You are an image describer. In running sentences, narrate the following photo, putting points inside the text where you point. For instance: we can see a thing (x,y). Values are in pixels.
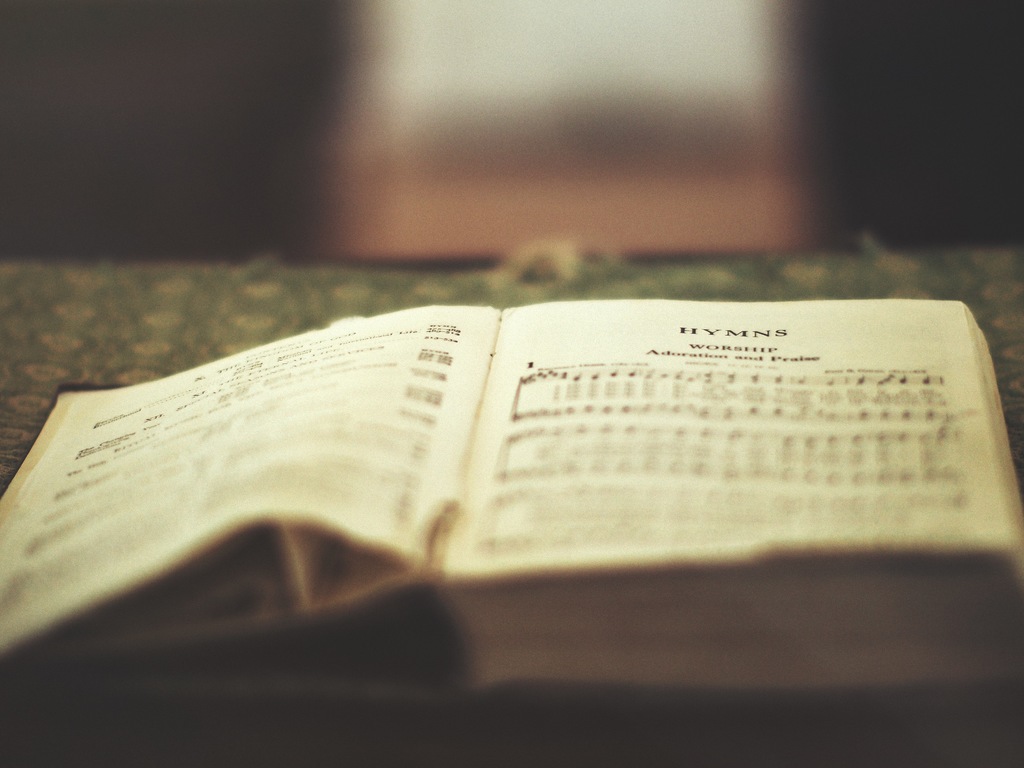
In this picture I can see a book (566,350) on an object (494,719), and there are some words (728,393) on the papers (675,382) of the book (547,506), and there is blur background (102,185).
